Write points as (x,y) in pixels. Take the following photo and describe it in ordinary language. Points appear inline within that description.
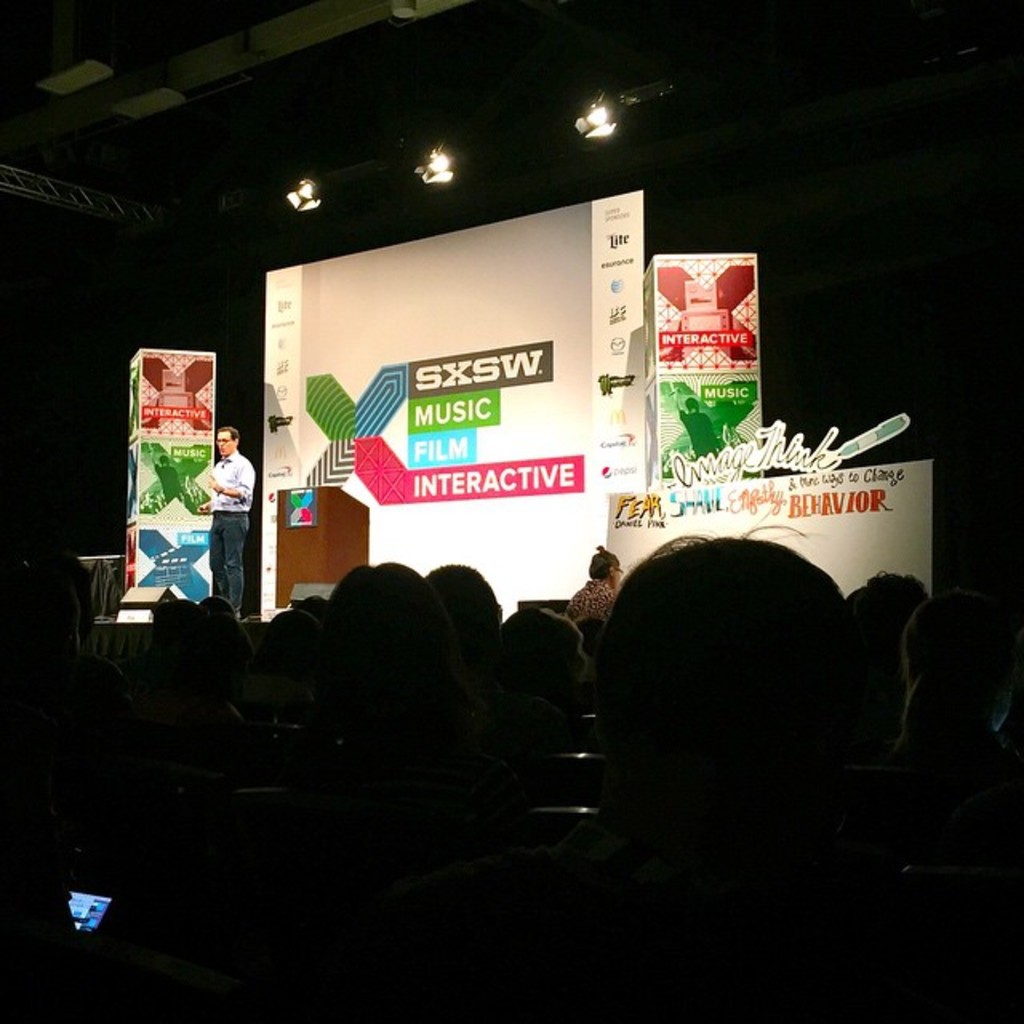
In the picture I can see a person (234,512) standing and speaking and there are few audience (477,693) in front of him and there are few banners (412,402) which has something written on it in the background (534,396) and there are few lights (430,175) above it.
